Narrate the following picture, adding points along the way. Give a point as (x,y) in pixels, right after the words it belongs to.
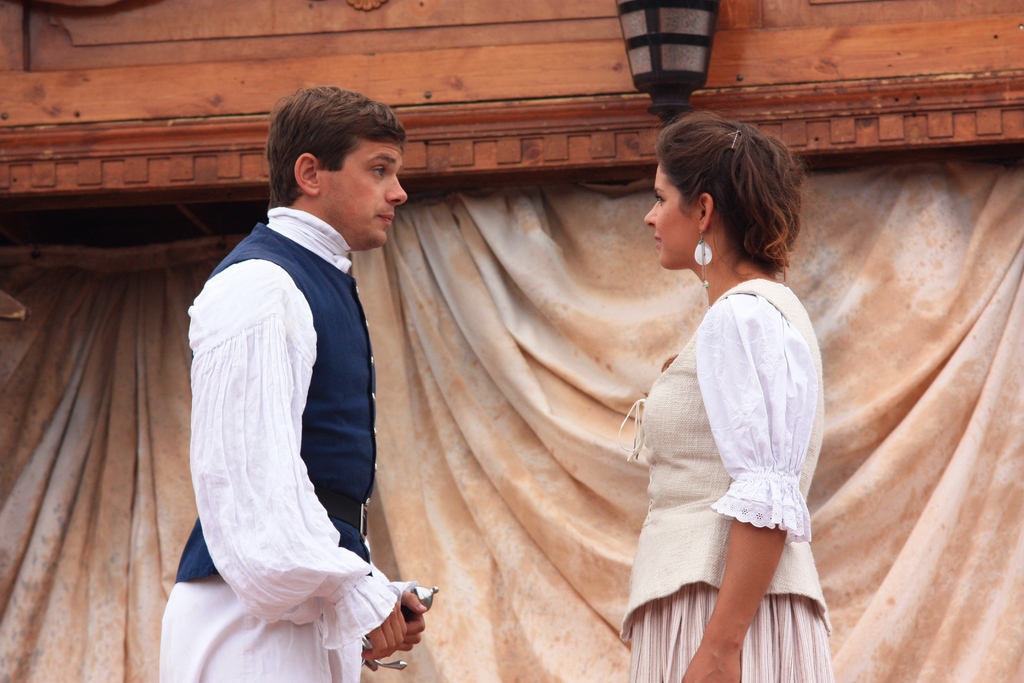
In this image we can see a man (304,446) is standing and holding an object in his hand (409,600) and there is a woman (738,479) standing on the right side (708,496). In the background (434,183) we can see light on the wall (317,83) and a curtain (439,373).
